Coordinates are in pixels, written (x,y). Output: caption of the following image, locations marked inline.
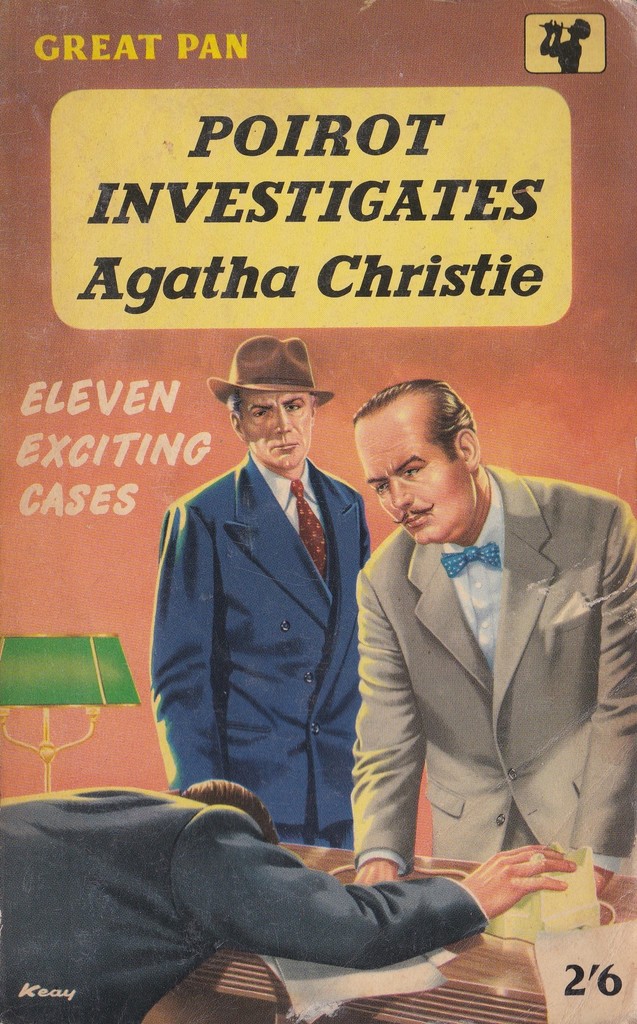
In this picture we can see a poster (424,707), on this poster (421,709) we can see people (294,624), lamp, papers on the table (466,1016) and text (618,987).
